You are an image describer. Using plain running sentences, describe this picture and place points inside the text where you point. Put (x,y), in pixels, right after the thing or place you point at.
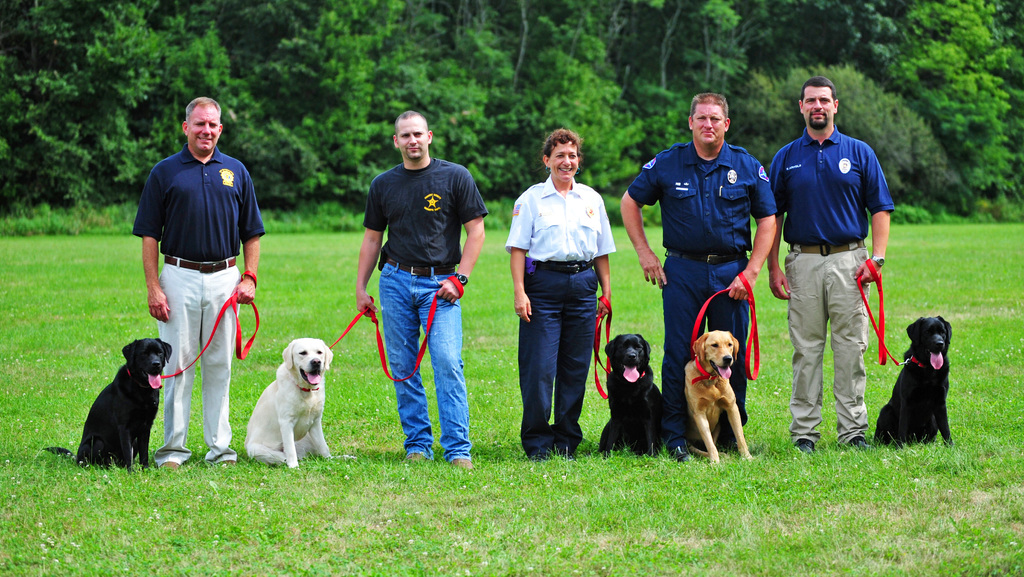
In this image there are four men (846,213) and one woman (582,253) and these five people (520,304) are holding dogs (648,383) separately and standing on the grass (506,526). In the background (538,77) there are many trees (728,64).
